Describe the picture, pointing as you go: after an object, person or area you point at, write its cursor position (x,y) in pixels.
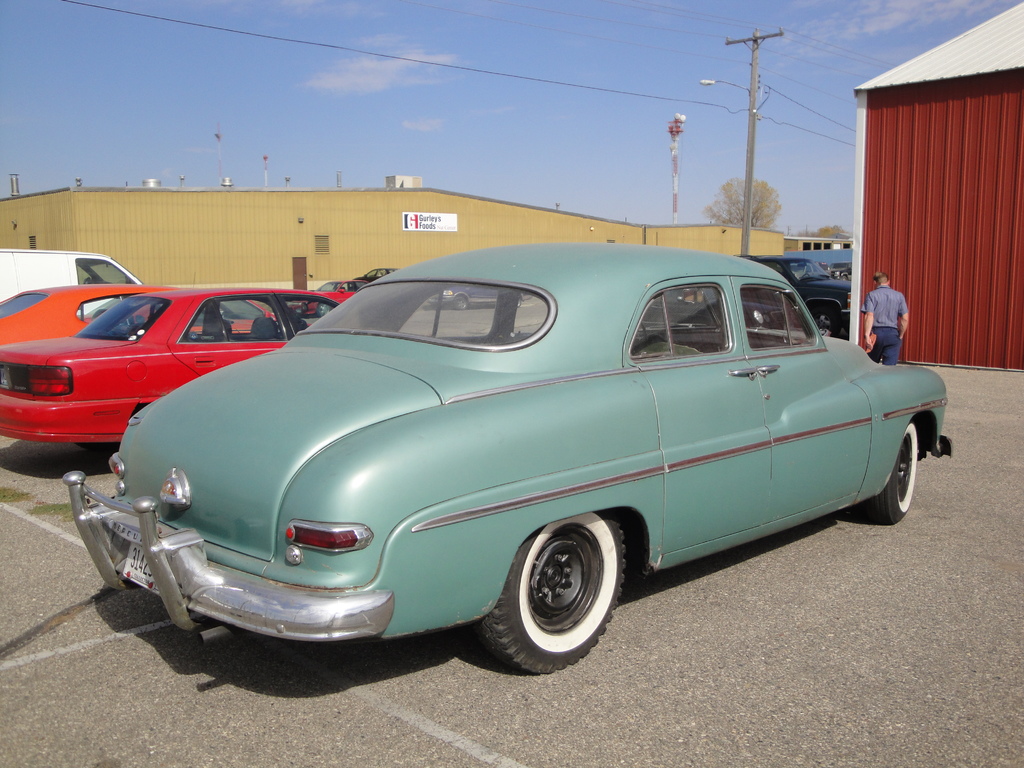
In this picture I can see vehicles (507,600) on the road (964,490), there is a person (892,325) standing, there are cables (813,110), pole (755,140), there are sheds (447,198), there is a tree (732,213), and in the background (744,178) there is sky (697,23).
